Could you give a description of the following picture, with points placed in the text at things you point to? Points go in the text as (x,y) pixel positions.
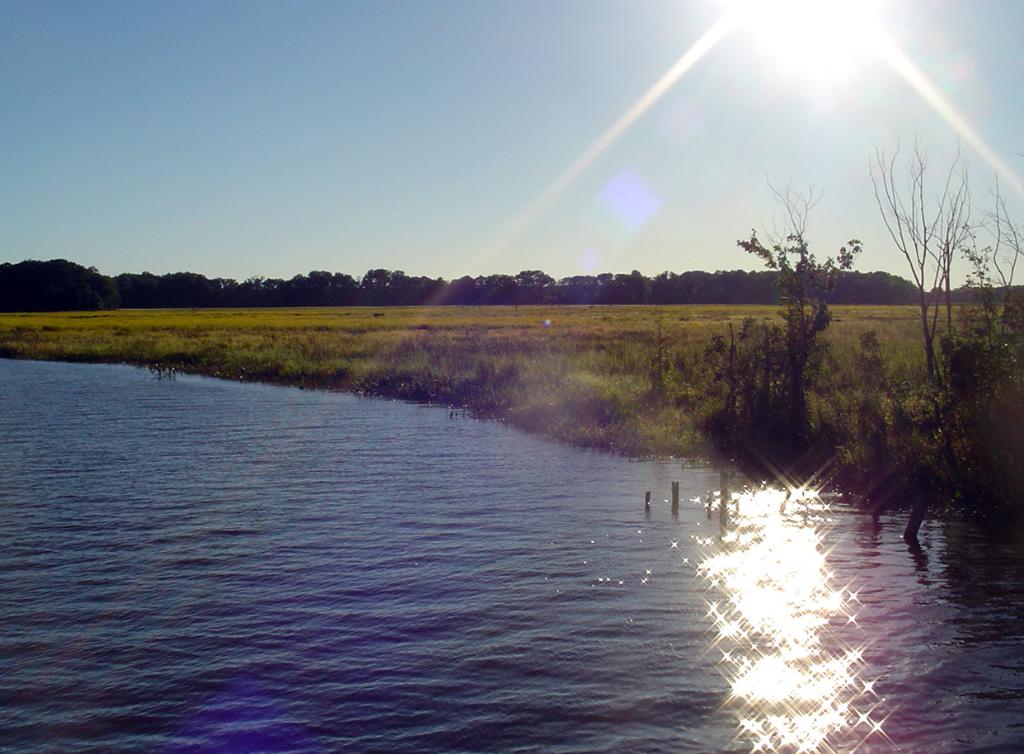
In this picture I can see the water (248,595) in front (154,466) and in the middle of this picture (498,343) I see the plants (596,351) and the grass (692,405). In the background (372,273) I see the trees (19,268) and the sky (531,102) and on the top of this image (780,22) I see the sun (765,15).
